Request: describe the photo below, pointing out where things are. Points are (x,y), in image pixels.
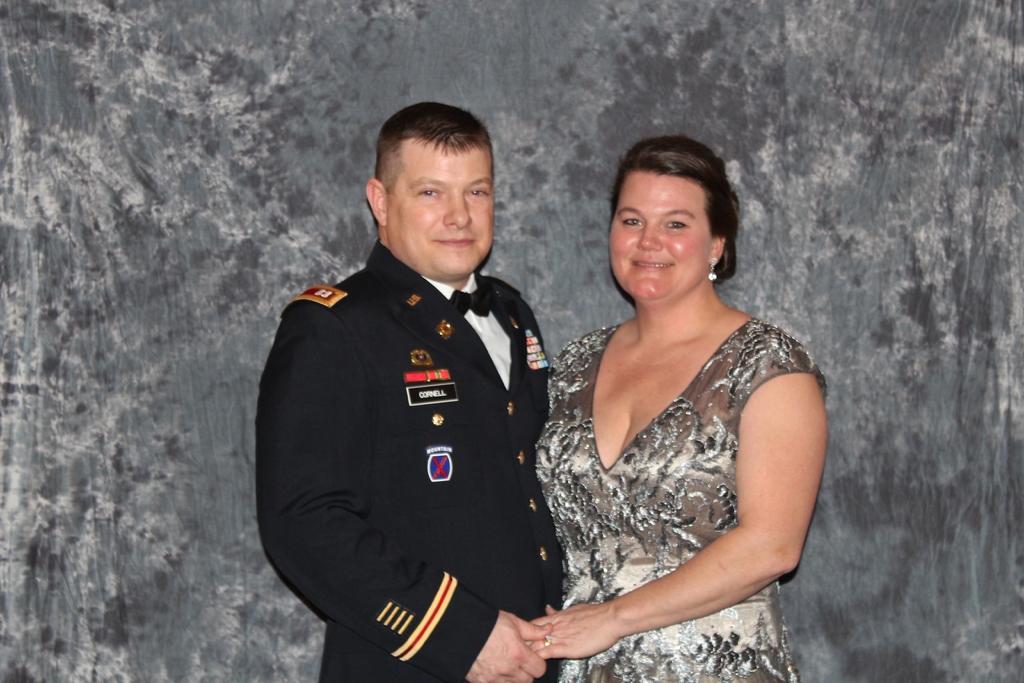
In this image we can see two persons (573,420). In the background of the image (75,331) there is a wall (634,113).
